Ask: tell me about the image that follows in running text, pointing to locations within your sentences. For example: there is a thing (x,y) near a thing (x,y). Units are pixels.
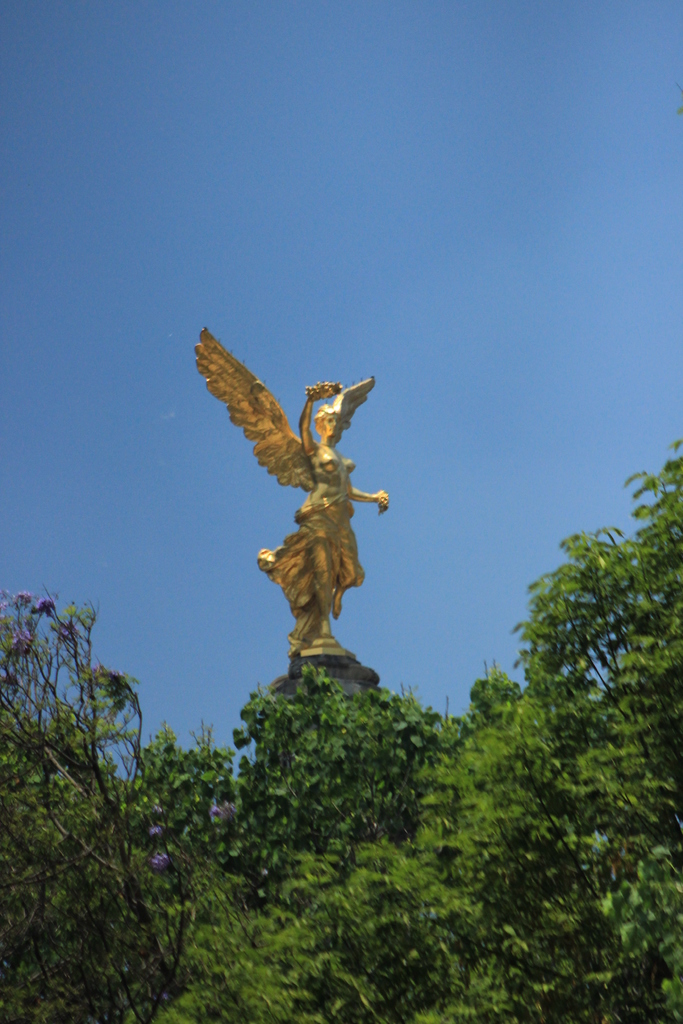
In this image, we can see some trees (362,819). There is a statue (298,539) in the middle of the image (310,533). In the background (128,596), we can see the sky (500,147).
